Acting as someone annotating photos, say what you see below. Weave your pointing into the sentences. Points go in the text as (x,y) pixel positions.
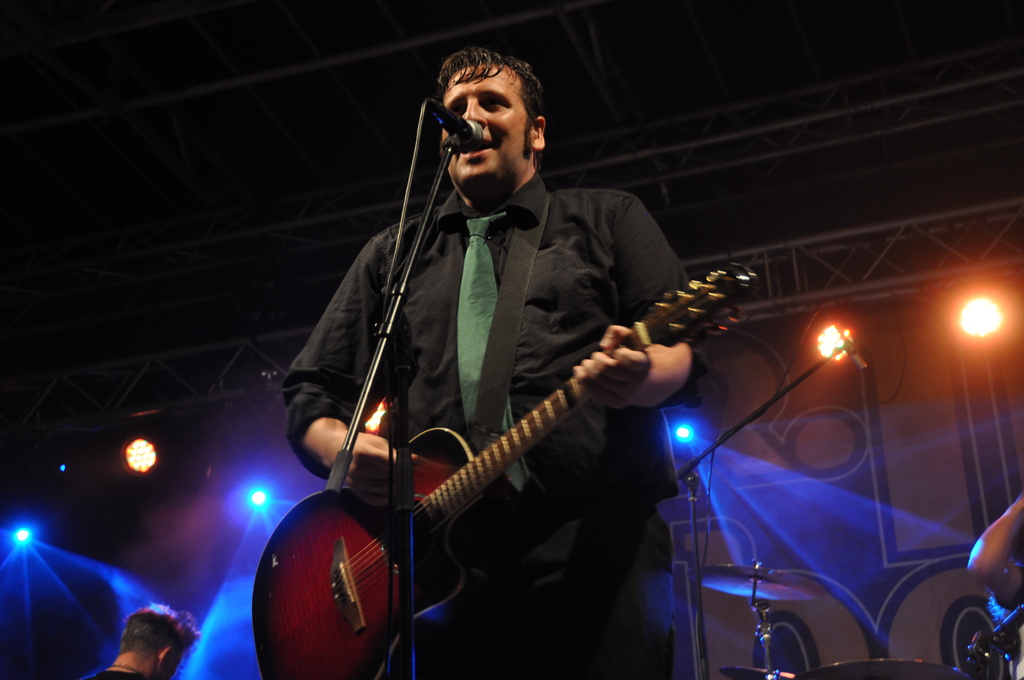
Here we see a man (431,269) playing a guitar (323,557) and singing with the help of a microphone (477,123).
